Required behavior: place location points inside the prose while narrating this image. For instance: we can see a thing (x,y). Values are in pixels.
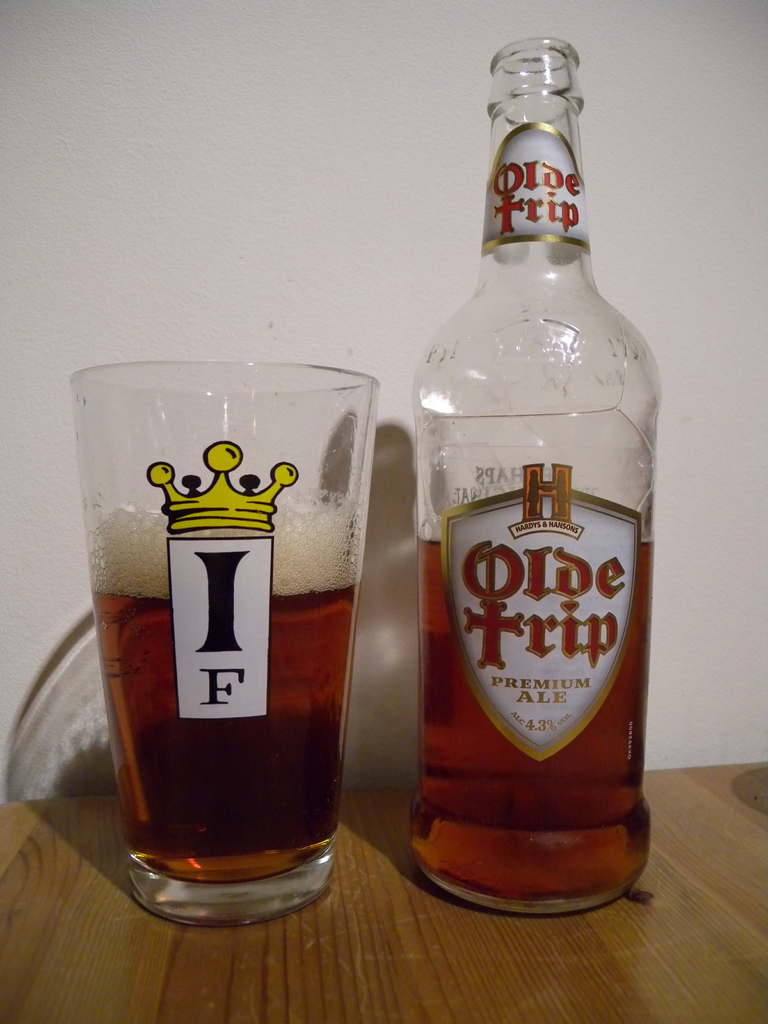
There is a glass (206,473) and bottle (507,671) is on the table (446,965). There are some beer (623,692) is in the bottle (426,509) and glass (349,553). And some sticker (549,544) is there on the bottle (510,602).
